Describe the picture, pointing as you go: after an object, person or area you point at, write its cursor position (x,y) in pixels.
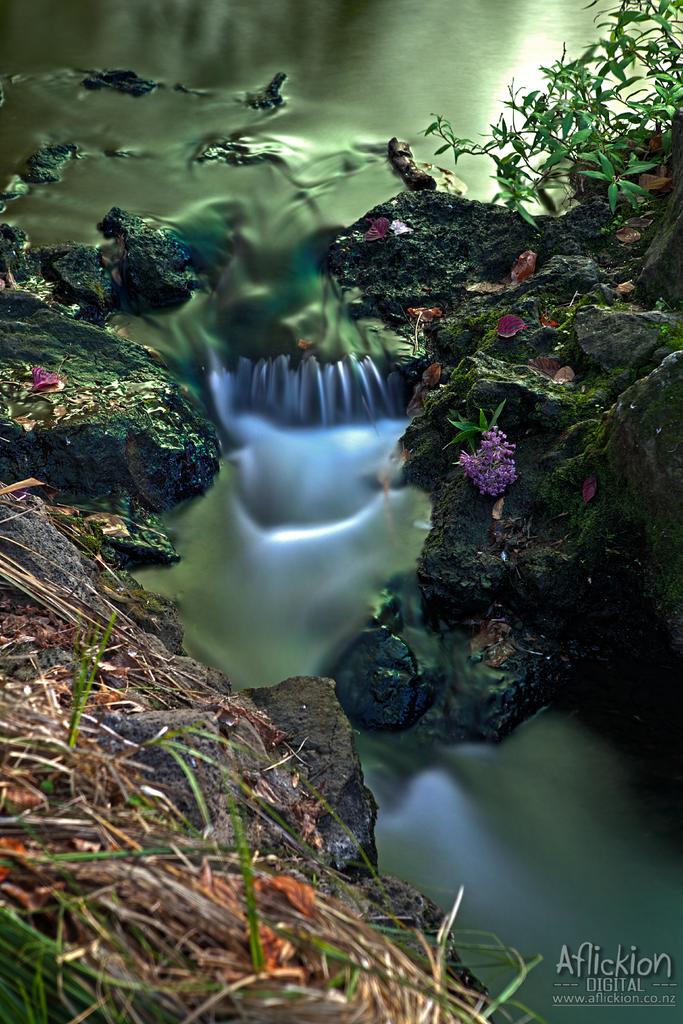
In this image, we can see some water (292,596) in between rocks (578,592). There is a plant (634,101) in the top right of the image (632,41). There is a text (613,986) in the bottom right of the image (610,989).
